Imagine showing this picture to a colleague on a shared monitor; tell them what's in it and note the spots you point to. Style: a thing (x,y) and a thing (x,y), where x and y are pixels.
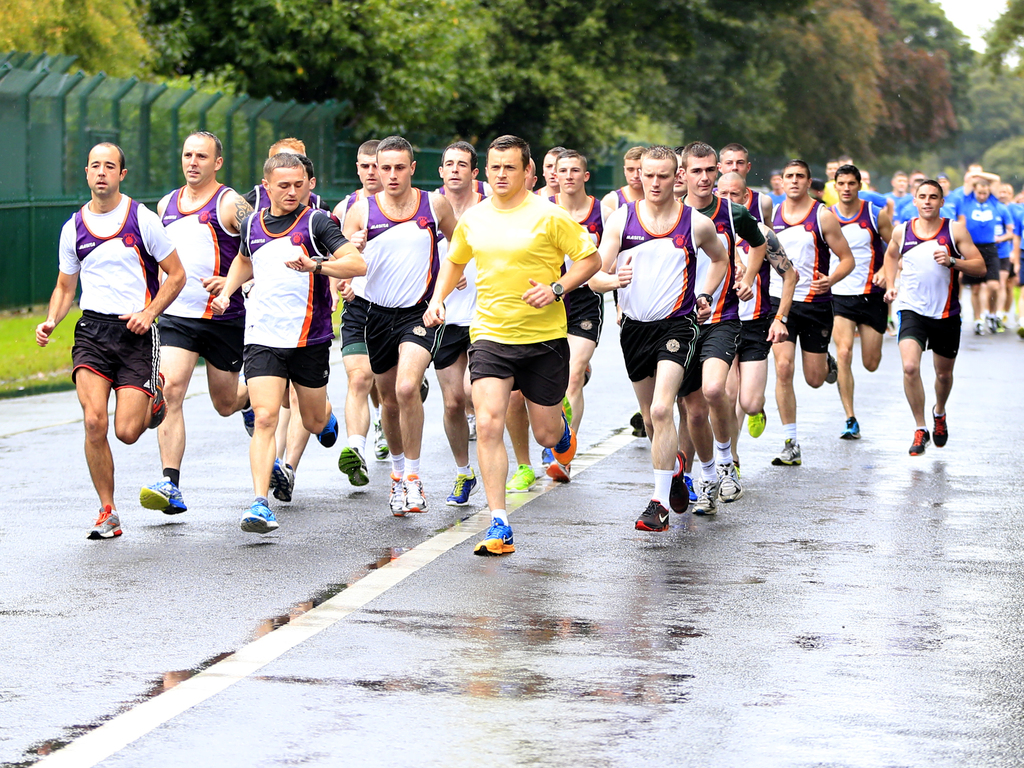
This picture is clicked outside. In the center (666,449) we can see the group of persons (482,268) wearing t-shirts (146,272) and running on the road (327,607). In the background (27,131) we can see the metal rods (61,144), green grass (46,357), mesh (81,144), trees (363,116) and some other objects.
